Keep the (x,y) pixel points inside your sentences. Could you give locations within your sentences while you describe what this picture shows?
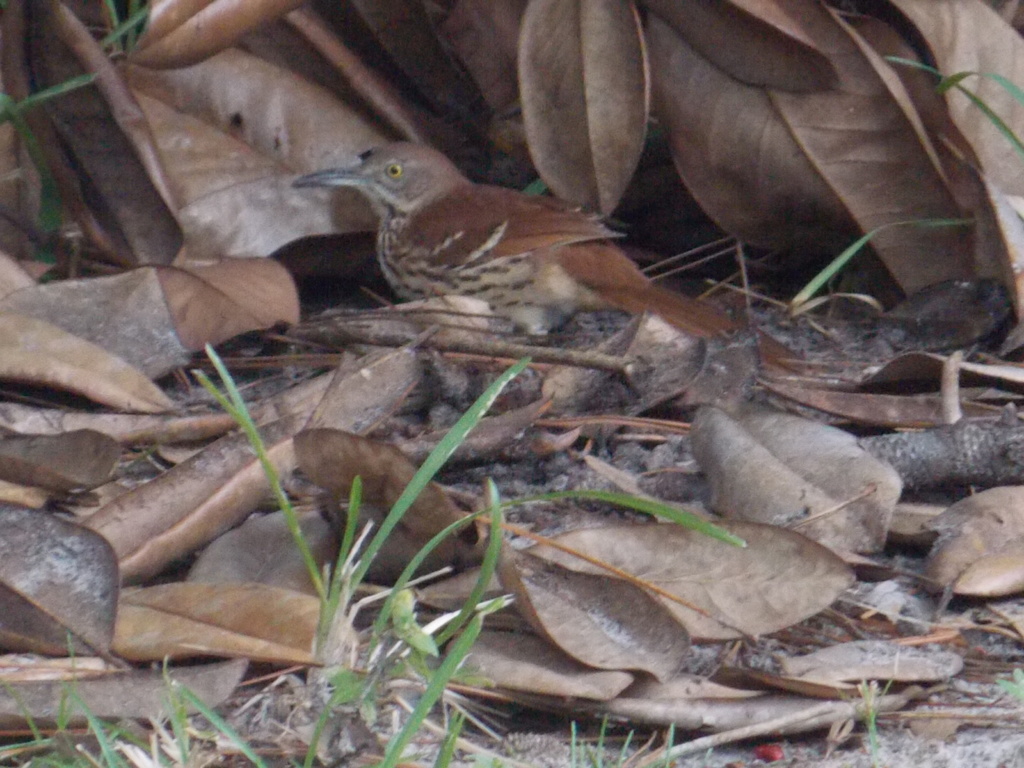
In this image I can see a bird (522,249) which is brown, black and cream in color is on the ground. I can see few leaves (377,413) which are brown in color and some grass (428,698) which is green in color on the ground (338,721).
